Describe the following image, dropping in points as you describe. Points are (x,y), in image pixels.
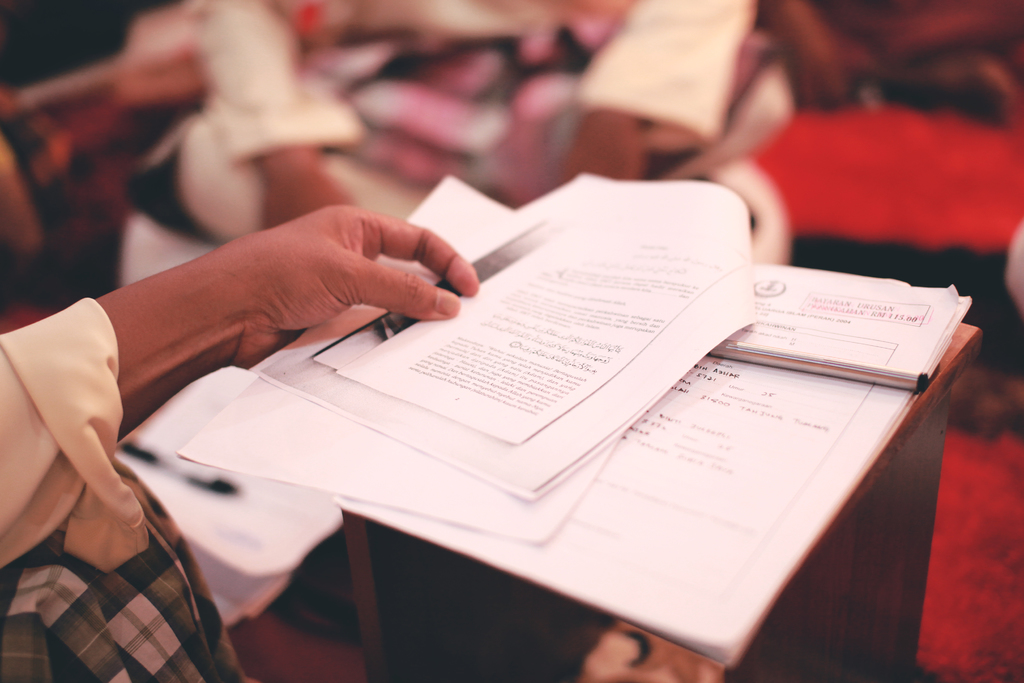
In this picture we can see a person (164,372) is holding the papers (548,441) and on the wooden object (829,530) there are some papers (816,520). Behind the person (298,259) there are some blurred things (102,146).
